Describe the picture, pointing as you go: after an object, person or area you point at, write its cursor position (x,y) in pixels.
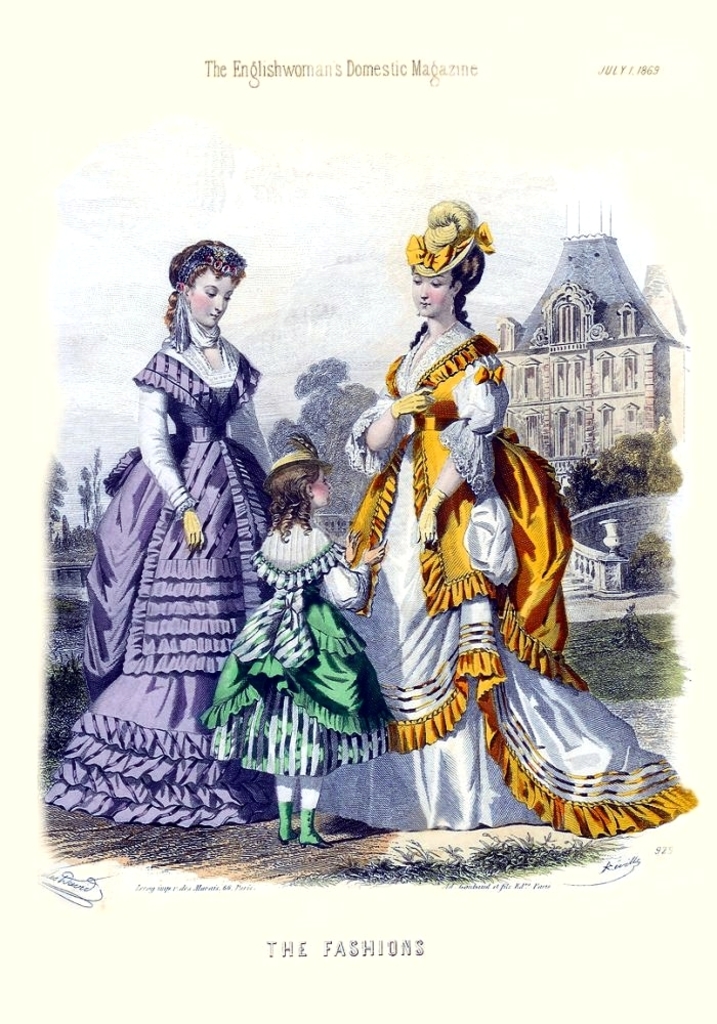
In this picture, we can see a poster (192,654) of a few people (519,447), building (616,376), stairs (611,560), ground (594,610), and we can see some text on it.
